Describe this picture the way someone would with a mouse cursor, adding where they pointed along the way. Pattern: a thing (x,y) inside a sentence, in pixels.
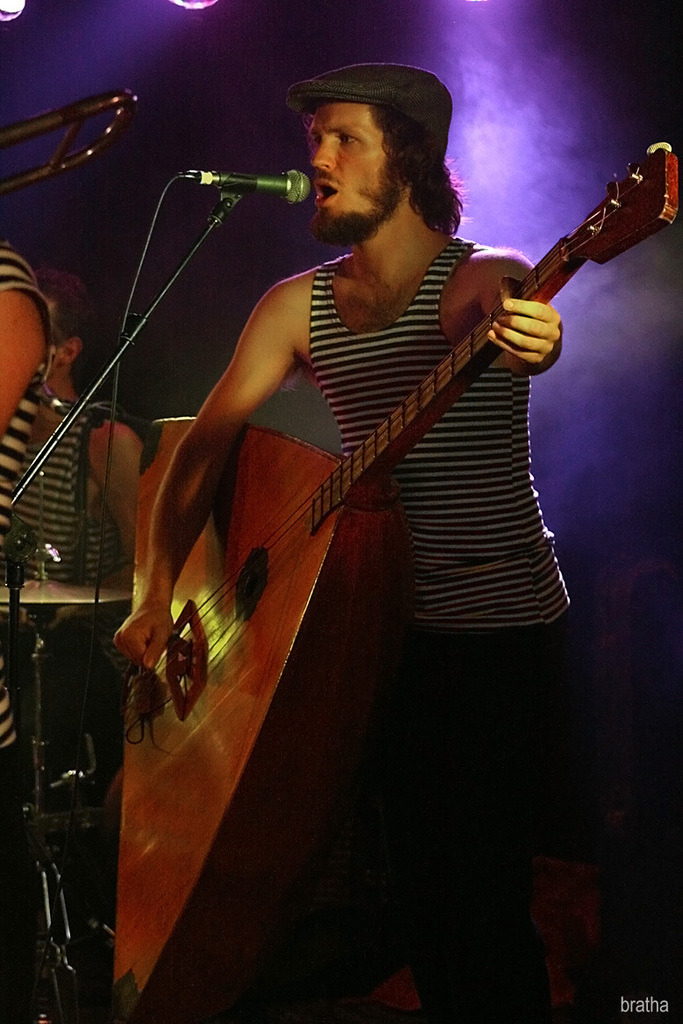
This is the man (357,372) standing. He is singing a song and playing musical instrument (271,507). This looks like a hi-hat instrument (56,597). There are two people (25,434) standing. This is the mic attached to the mike stand (164,291).
